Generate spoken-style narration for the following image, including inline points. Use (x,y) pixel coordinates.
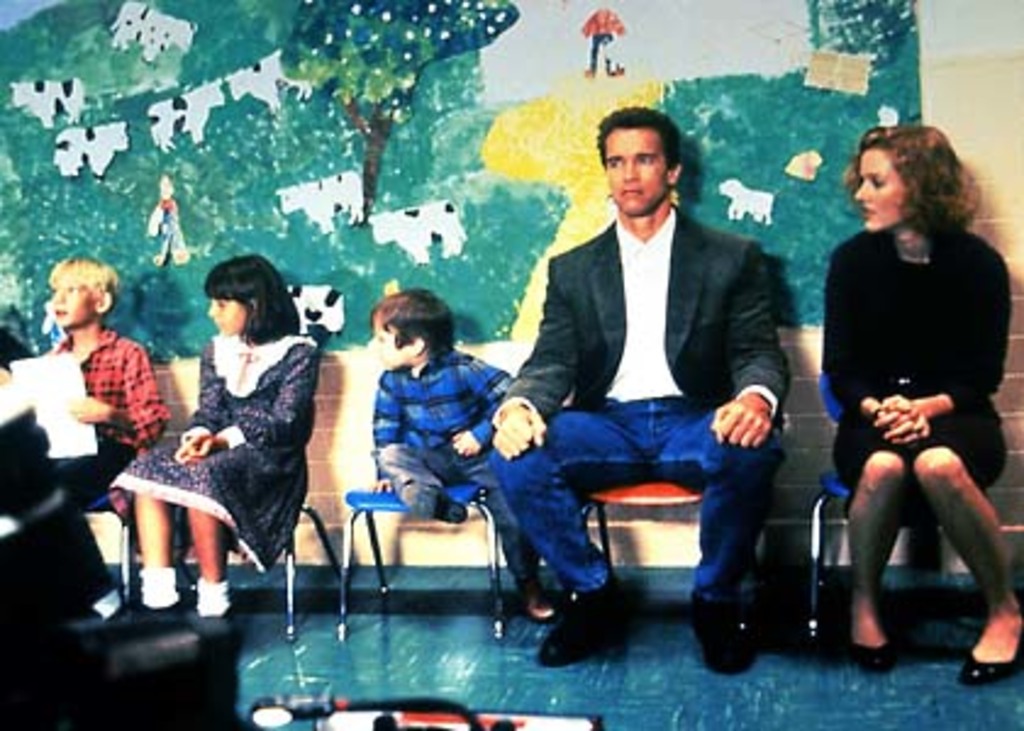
Here we can see a man (691,276), woman (880,310) and kids (94,411) are sitting on the chairs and among a boy (82,468) on the left side (128,426) is holding a paper (45,381) in his hands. On the left (29,419) at the bottom (56,574) there are objects (12,617). In the background (342,102) there is a painting (382,111) on the wall (445,3).
